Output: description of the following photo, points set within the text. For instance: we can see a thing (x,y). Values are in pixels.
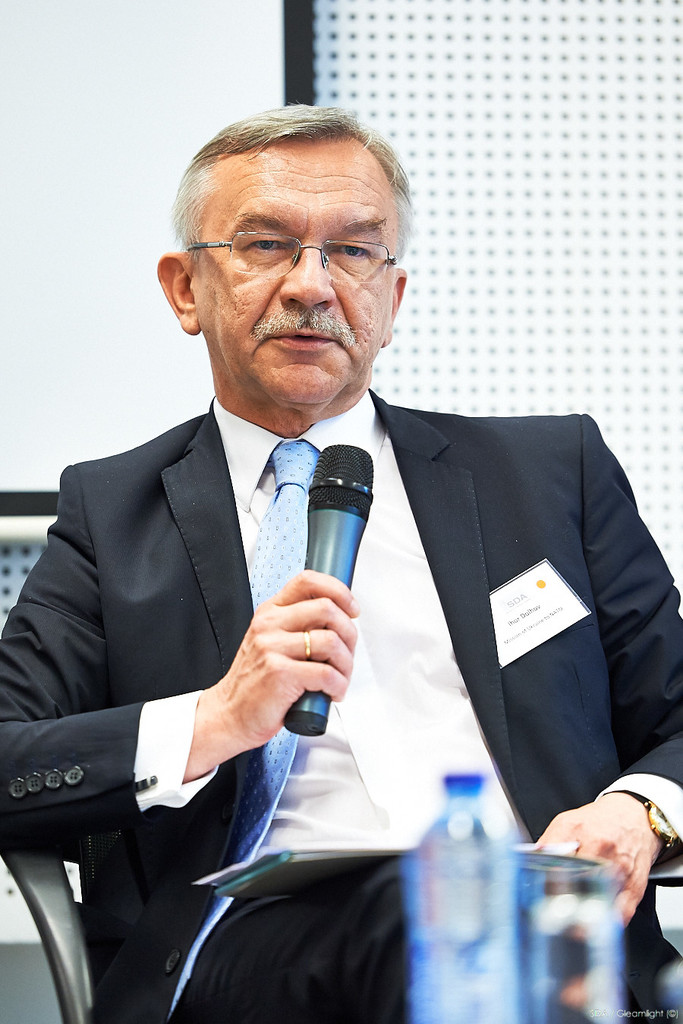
In this image there is a person (443,590) wearing black color suit (430,513) holding microphone (304,708) in his hand (323,680) and at the foreground of the image (562,910) there is a water bottle (497,903) and glass (531,905).
